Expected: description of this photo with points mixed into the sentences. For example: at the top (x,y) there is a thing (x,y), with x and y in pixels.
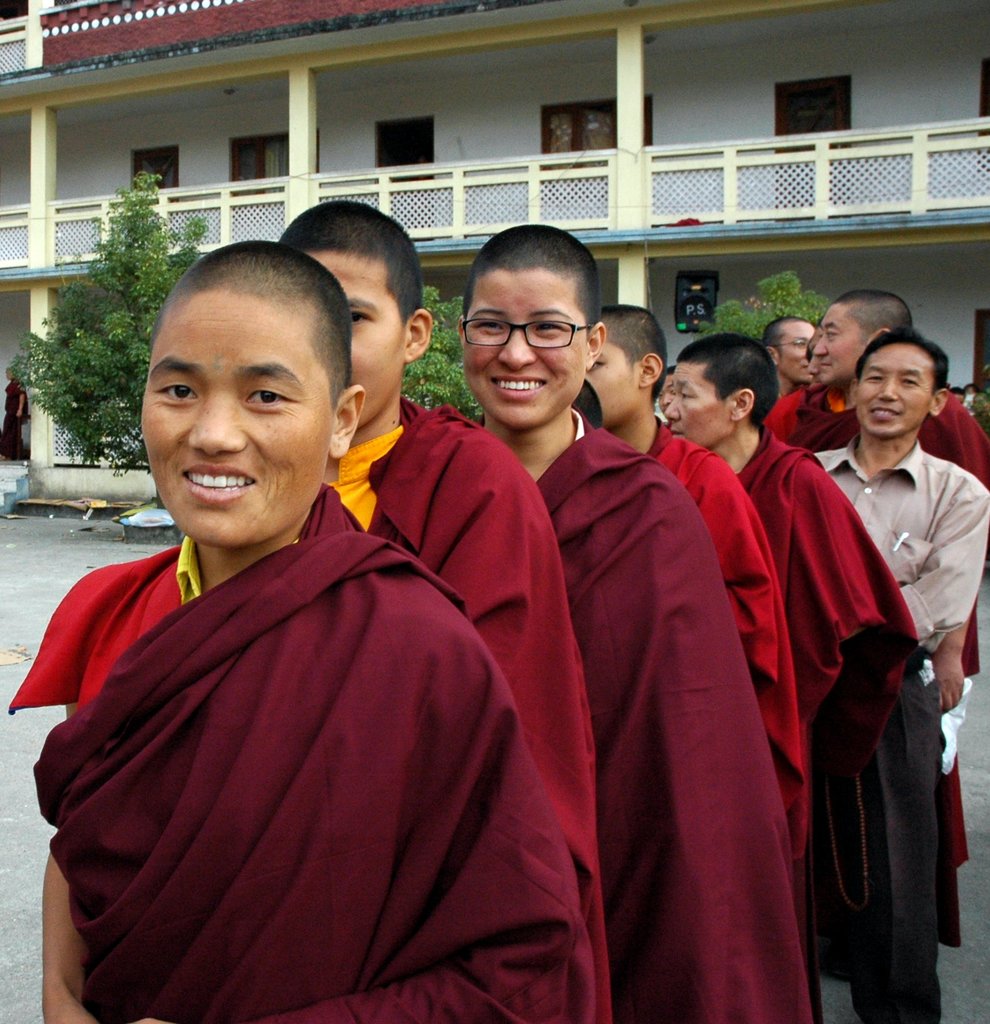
In this image we can see a group of people (426,788) standing in a row. On the backside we can see a building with windows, a person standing under a roof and a group of plants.
